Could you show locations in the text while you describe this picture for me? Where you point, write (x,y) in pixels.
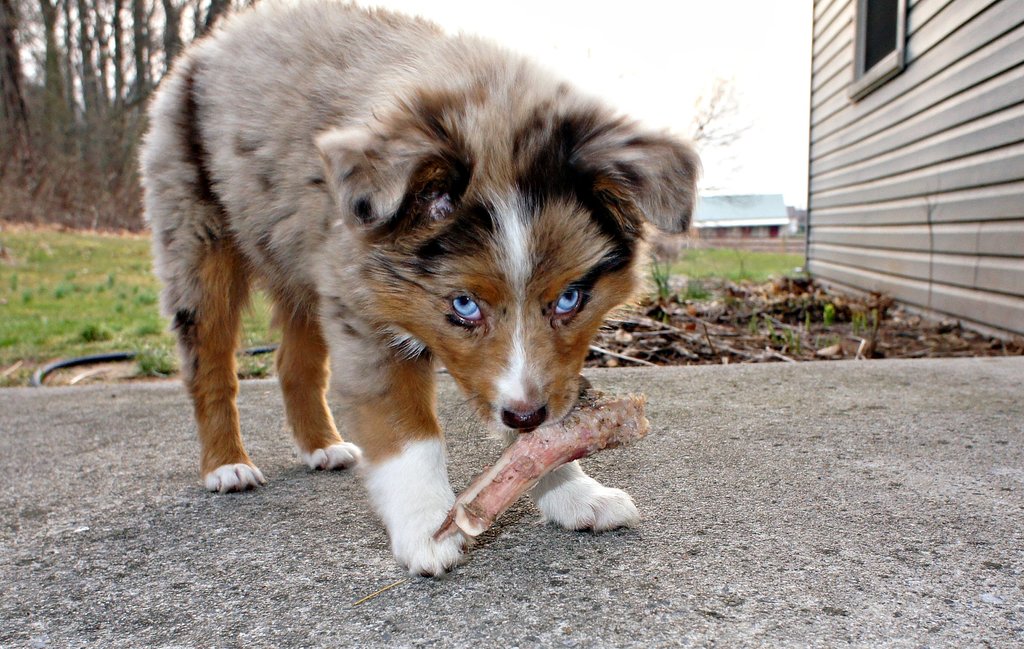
At the center of the image (425,323) we can see there is a dog (425,265) holding a piece of bone (537,429) in his mouth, beside the dog (594,262) there are dry leaves (759,318). On the right side of the image (882,165) there is a metal structure (906,200). In the background (107,52) there are trees (163,55) and sky (568,45).
